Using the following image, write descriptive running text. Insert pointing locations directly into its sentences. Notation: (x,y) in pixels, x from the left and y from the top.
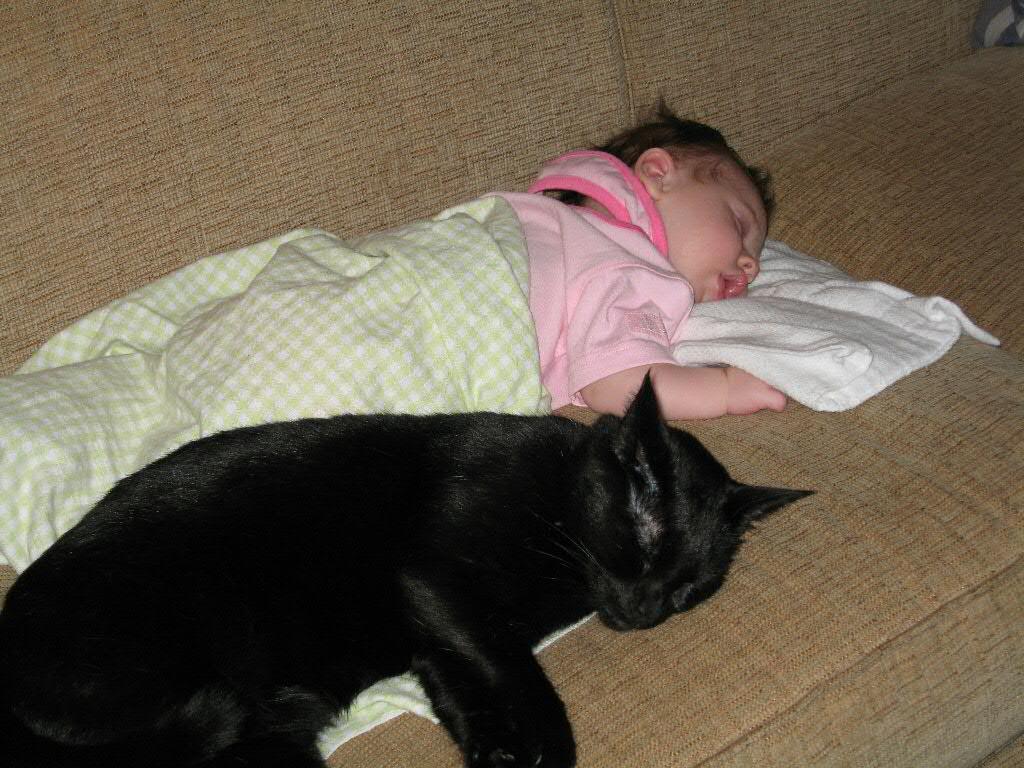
In the center of the image (475,338) we can see kid (632,309), cat (577,439) are lying on a couch (790,546) and also we can see clothes (606,337).
